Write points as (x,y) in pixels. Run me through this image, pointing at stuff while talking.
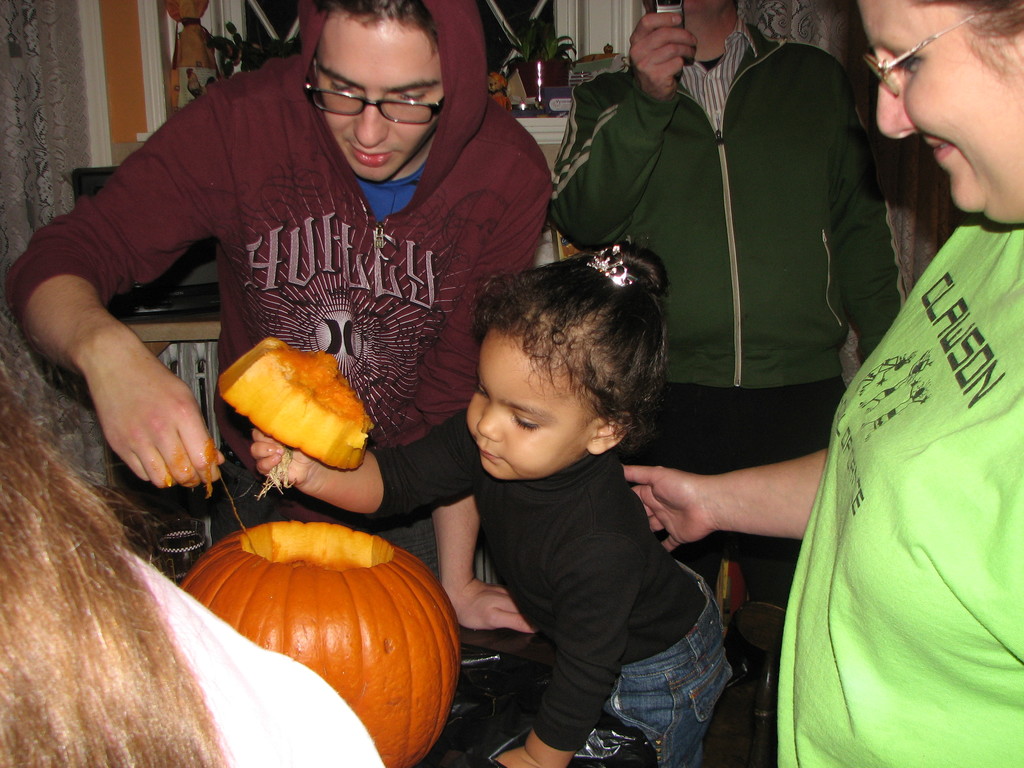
In this picture we can see a fruit (358,621) on the table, a girl (495,526) is holding a fruit piece (305,400), around we can see few people (508,241) among them one person (242,492) is holding a thread (237,510) which is inserted in a fruit (264,610).
